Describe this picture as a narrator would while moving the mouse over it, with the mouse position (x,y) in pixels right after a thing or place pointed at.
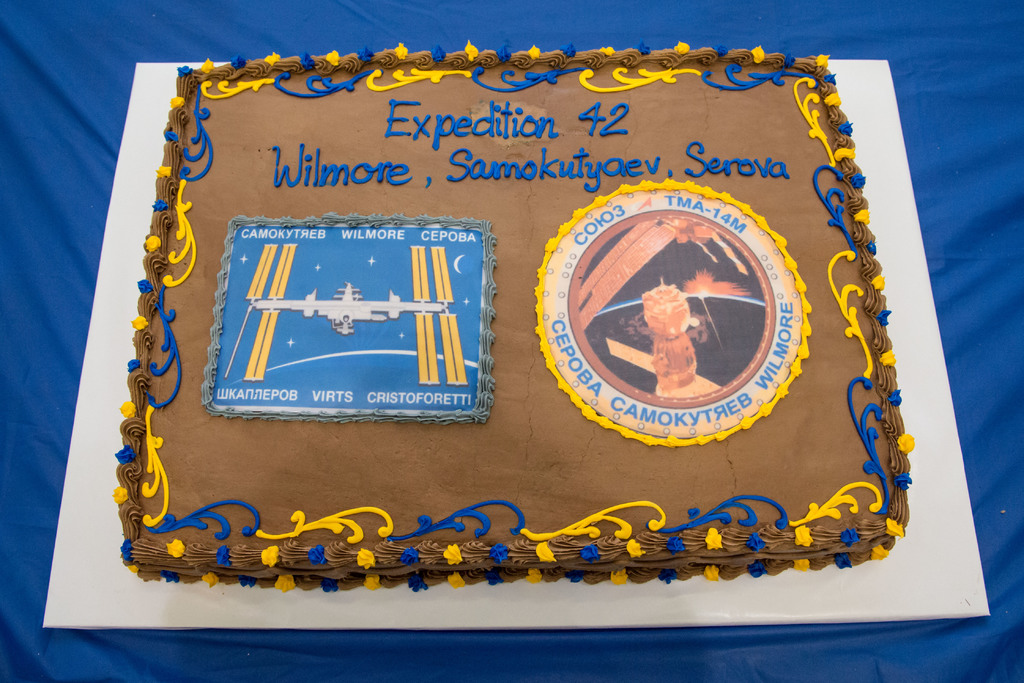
In this image I can see a cake (233,421), on the blue color cloth (44,322) and the cake (221,382) is in brown color. I can see something written on the cake (294,304).
